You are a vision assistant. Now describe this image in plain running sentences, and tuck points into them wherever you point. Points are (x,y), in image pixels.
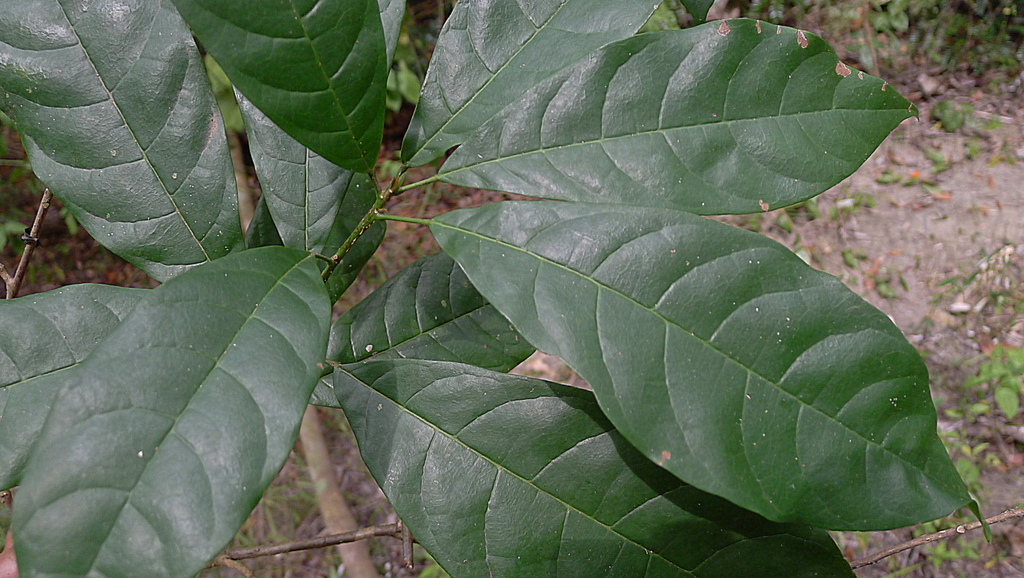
We can see green leaves (574,322) and plants (902,10).
